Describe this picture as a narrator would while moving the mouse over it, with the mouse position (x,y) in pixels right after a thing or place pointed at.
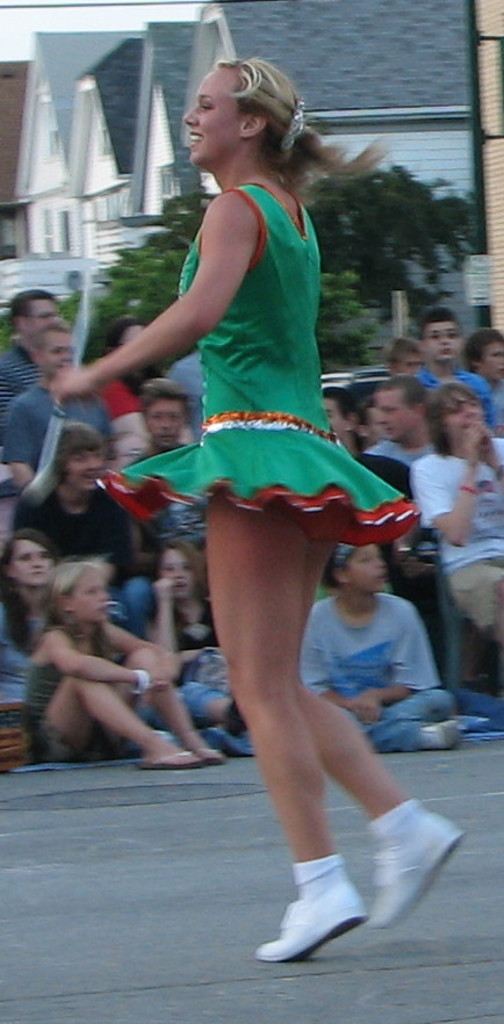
In the center of the image (226,447), we can see a lady (292,421) and in the background (429,442), there are people (42,324) and we can see buildings (184,158), trees (120,253) and a board (478,282). At the bottom (127,898), there is a road (148,967).
